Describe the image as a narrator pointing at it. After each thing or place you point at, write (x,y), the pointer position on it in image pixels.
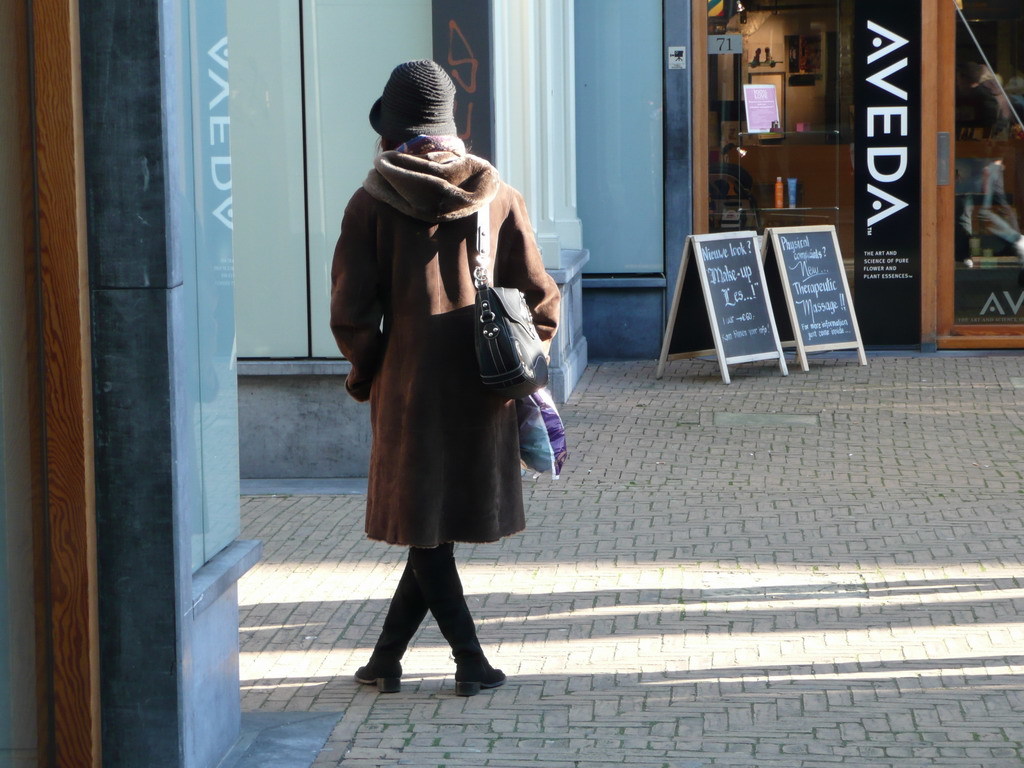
In this image we can see a person (382,261) is standing on the road (395,571) and carrying a bag (497,330) on the shoulder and there is a cap (395,110) on the head (395,110). In the background (432,28) we can see the wall (624,96), glass doors (845,36), texts (741,299) written on the boards (755,295) on the road (826,397) and through the glass doors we can see objects (770,79) and wall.
